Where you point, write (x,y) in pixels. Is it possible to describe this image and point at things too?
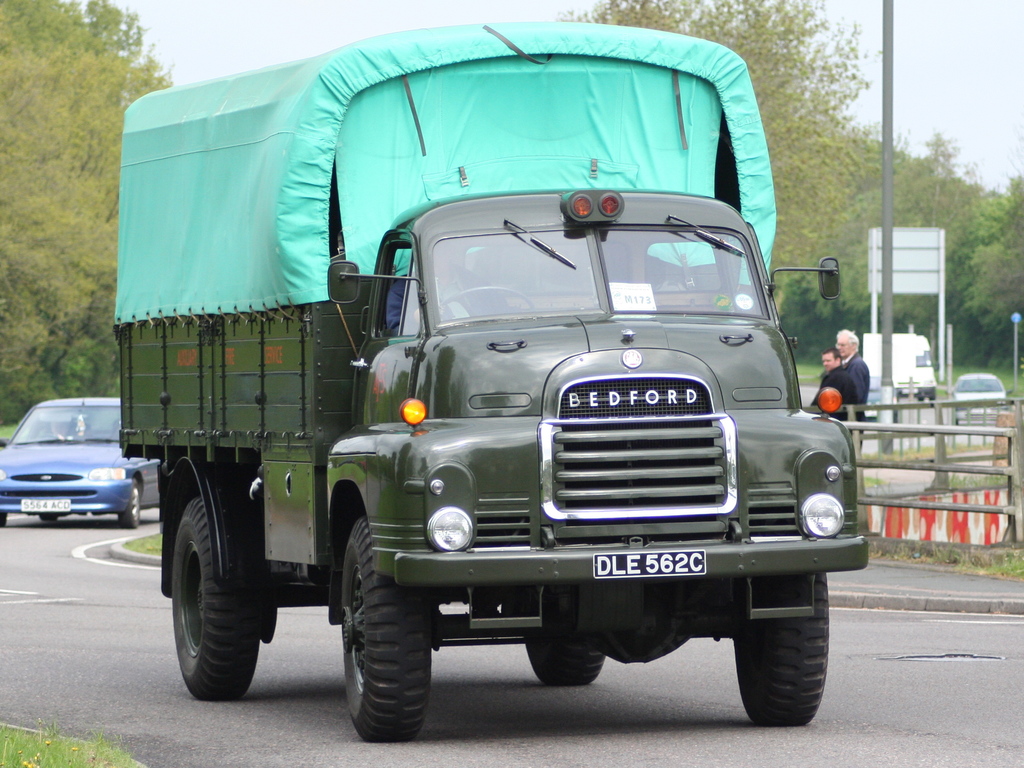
In this image there are vehicles (581,369) on the road (108,670), there are two persons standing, there are poles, trees (938,182), and in the background (918,30) there is sky (915,48).
